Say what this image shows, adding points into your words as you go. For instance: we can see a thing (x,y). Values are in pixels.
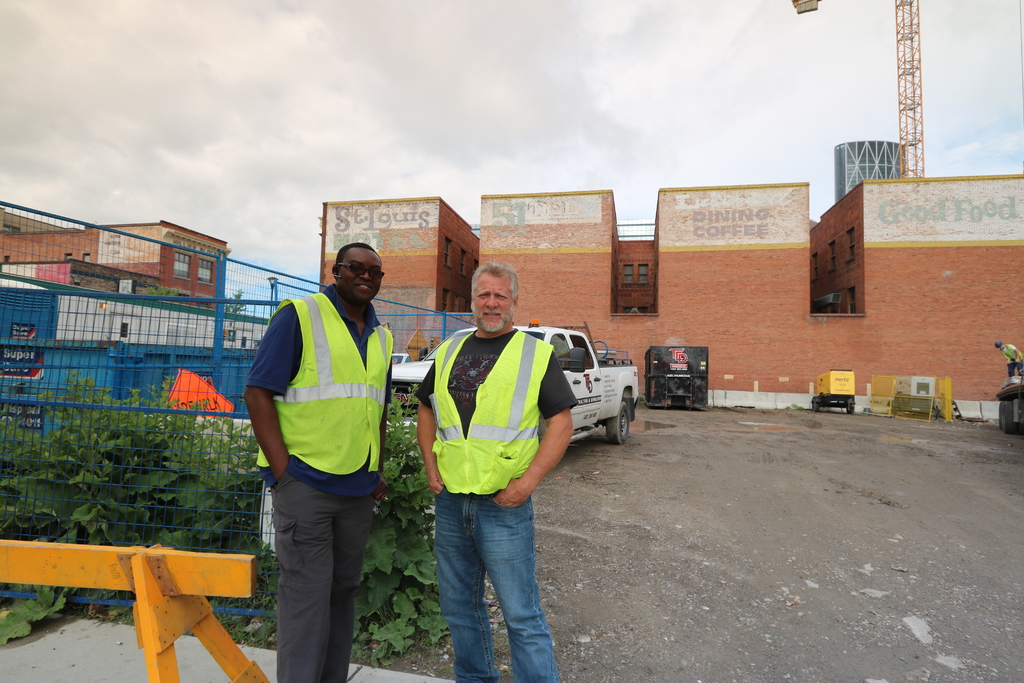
In this picture we can observe two men (461,393) standing and smiling. Both of them were wearing green color coats (339,400). We can observe a blue color fence (194,350) behind them. There are some plants (392,542) on the ground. There is a white color vehicle (611,383) parked on the road (630,498). In the background (819,288) we can observe brown color buildings (666,265) and a tower (905,137) on the right side (910,68). There is a sky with some clouds (349,79).
